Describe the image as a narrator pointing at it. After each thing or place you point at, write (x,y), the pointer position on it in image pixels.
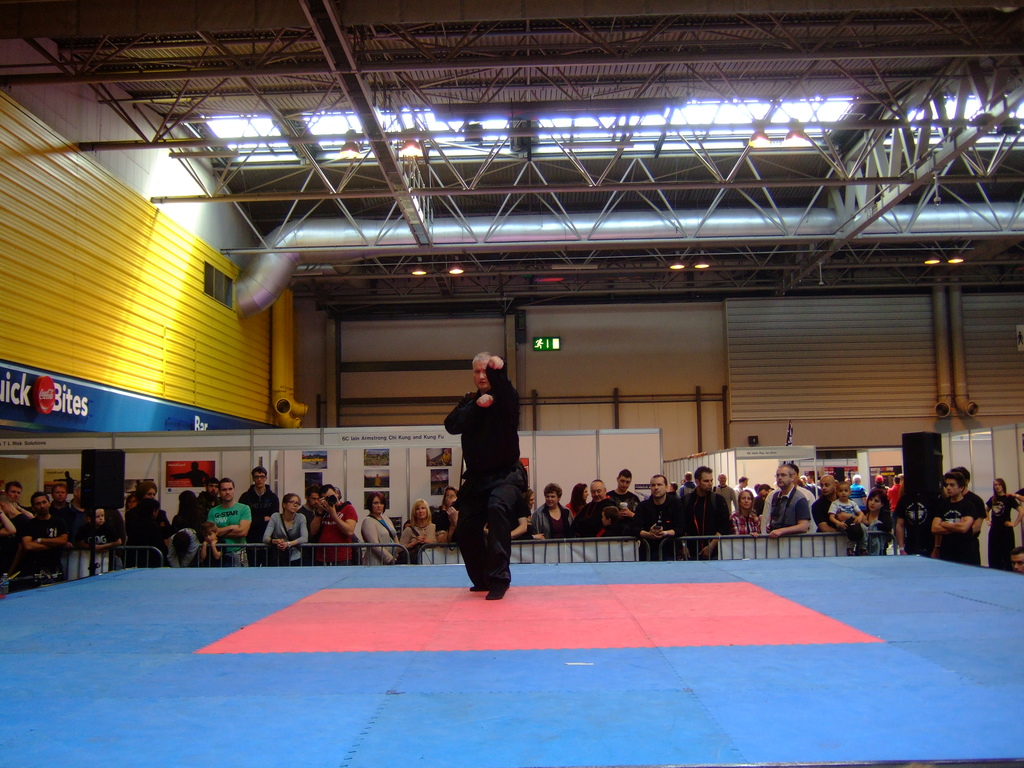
In this picture we can see a man (480,439) wearing black color dresses (505,442) standing on the karate stage (353,652). Behind there is a group of person (976,502) standing and looking him. Behind there are roller shutter (917,303) and on the top ceiling (394,264) we can see the frames (903,181) and silver color air conditioning duct pipe (343,239).
